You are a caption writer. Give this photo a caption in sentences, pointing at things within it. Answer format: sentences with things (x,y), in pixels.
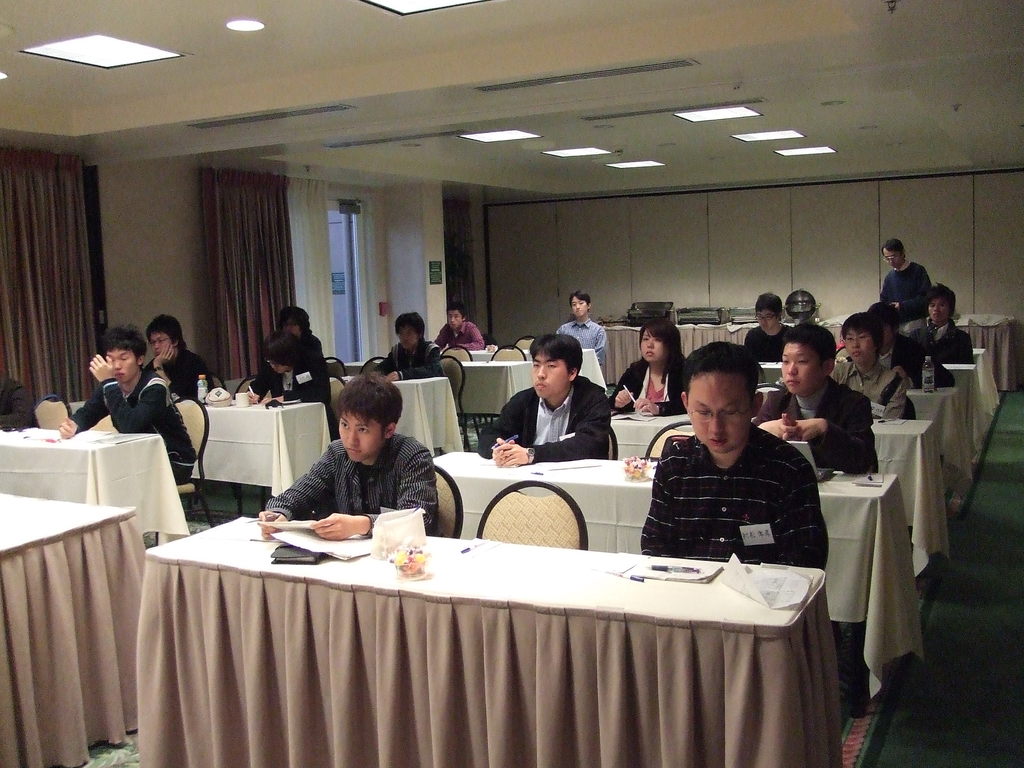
There are many people (471,327) sitting on chairs (513,497). There are many tables (438,460). On the table (241,435) there are books (329,546), pen (698,571), bottle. And on the table (118,535) there are tablecloth (381,591). In the background (670,231) there is a wall (627,241), door curtains (322,245). On the ceiling (252,63) there are lights (537,137).
